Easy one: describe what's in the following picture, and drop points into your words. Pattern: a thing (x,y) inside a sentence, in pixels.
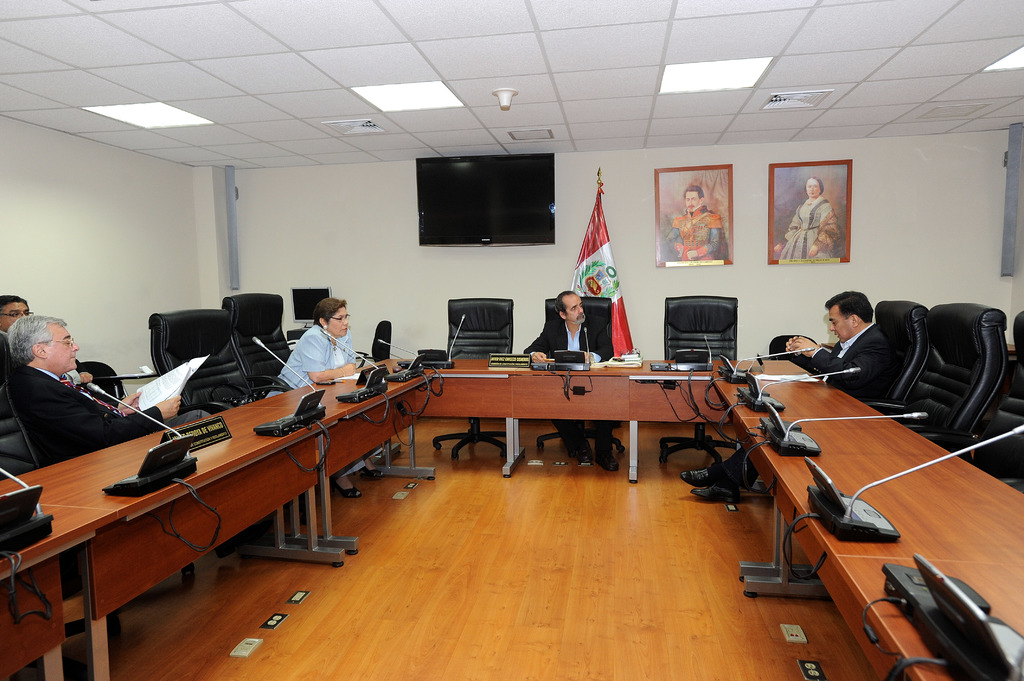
In this picture we can see some people (83,400) sitting on chair (900,391) and in front of them there is table (282,521) and on table (905,501) we can see mics (738,362), papers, name boards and in background (674,247) we can see wall (515,255), flag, two frames (697,183), screen (488,214).
